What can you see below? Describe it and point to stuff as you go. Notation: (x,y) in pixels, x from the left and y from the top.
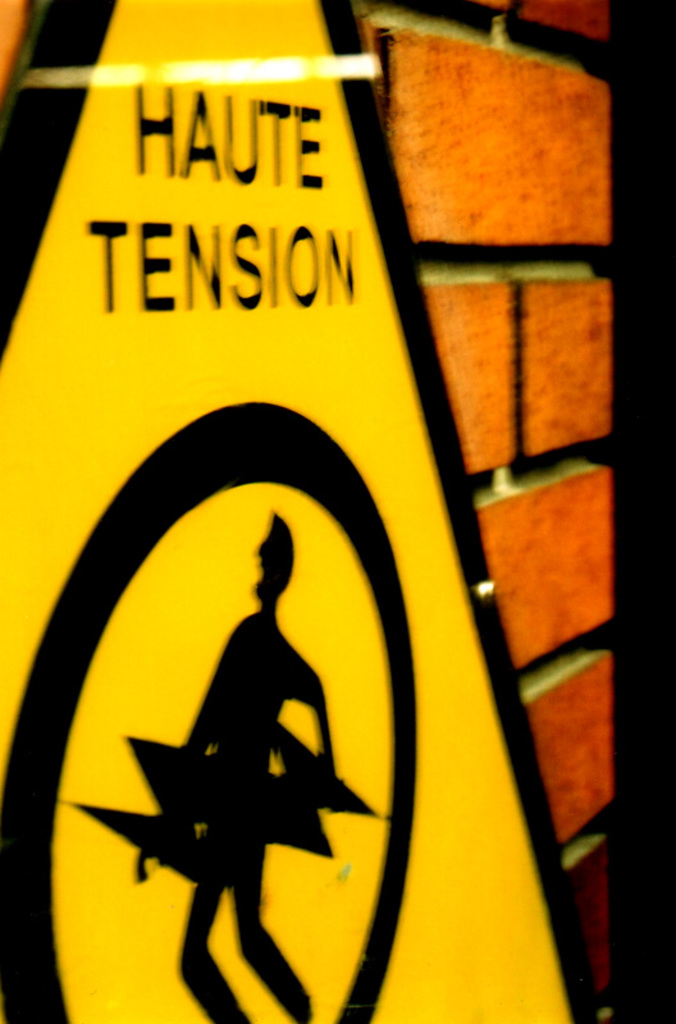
In this picture there is a board (489,632) on the wall (610,792). On the board (231,229) there is a text (228,279) and there is a sign (163,787). At the back (539,655) there's a wall (539,655).
